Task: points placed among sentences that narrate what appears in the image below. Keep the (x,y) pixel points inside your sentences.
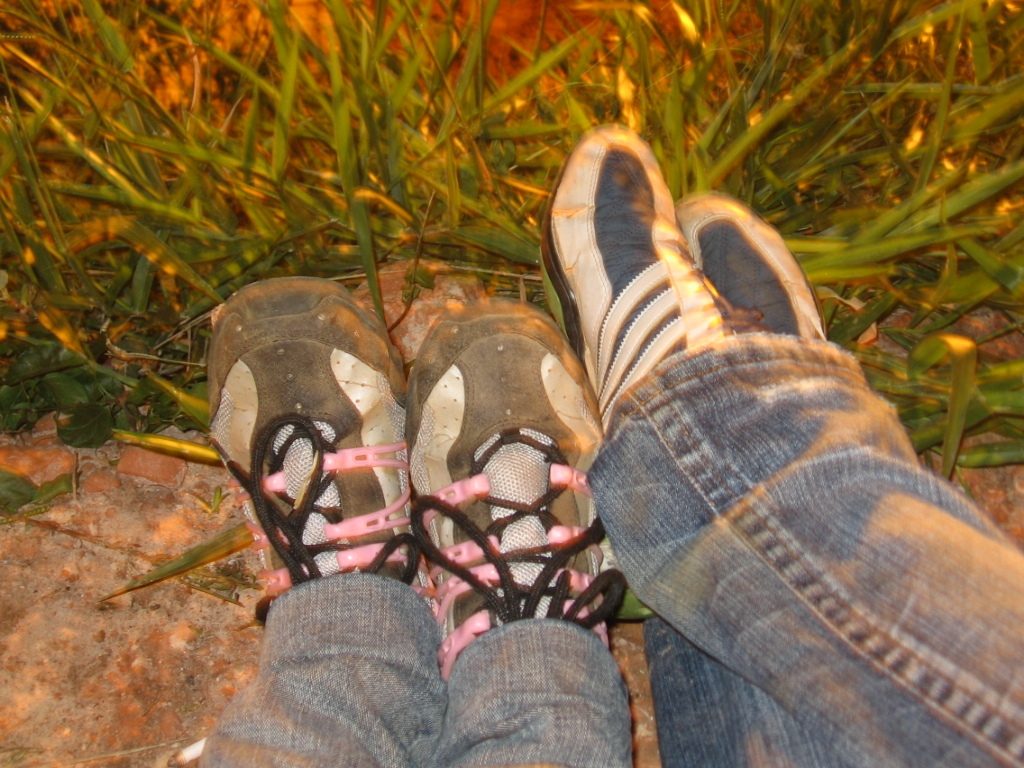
In this image we can see the legs (772,559) of two persons (574,593) and they are wearing shoes (563,429), in front of their legs (759,371) there is a grass (449,172).
